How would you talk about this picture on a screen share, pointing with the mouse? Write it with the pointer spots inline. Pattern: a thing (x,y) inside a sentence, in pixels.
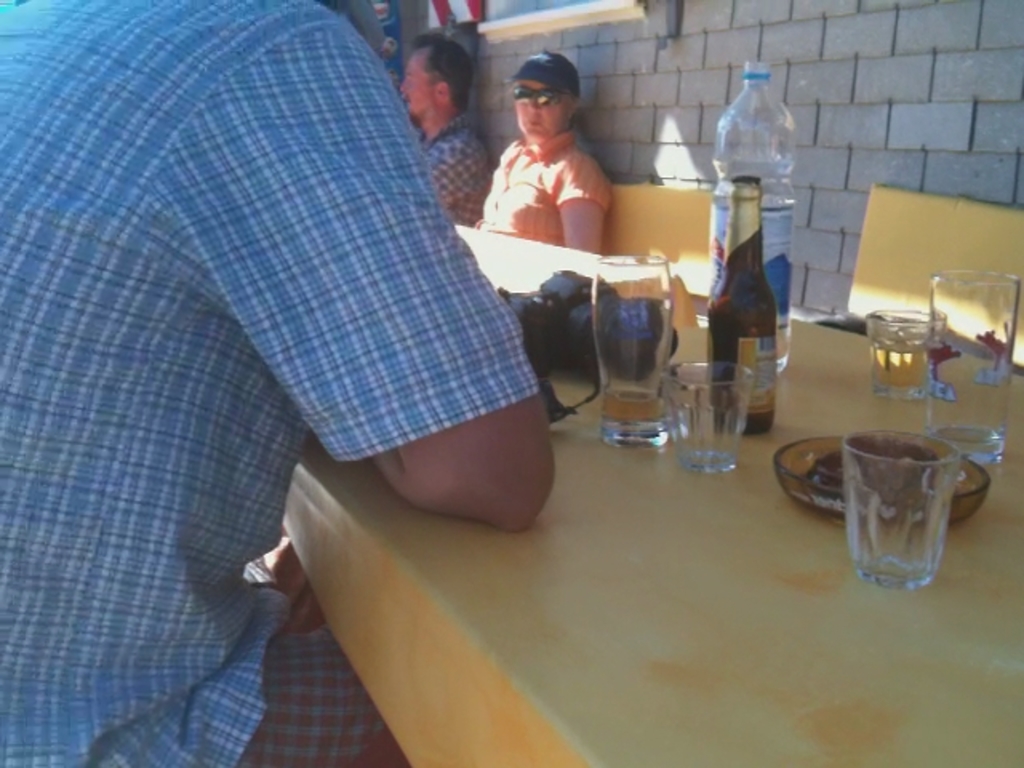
There is a table (647,626) on which there are few water glasses (642,319) and small cup glasses (902,516), a camera (537,321), beer bottle (739,281) and a water bottle (766,176). On the left (208,287) a person (181,495) is sitting and he placed his hand (450,491) on the table (595,532). On the right (903,261) there are chairs (708,248) and a woman (556,165) is sitting on the chair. She wore a cap (547,63) and glasses (531,89), beside to her there is a man (463,145). In the background (846,91) we can see a wall (706,82) with bricks (672,56).
